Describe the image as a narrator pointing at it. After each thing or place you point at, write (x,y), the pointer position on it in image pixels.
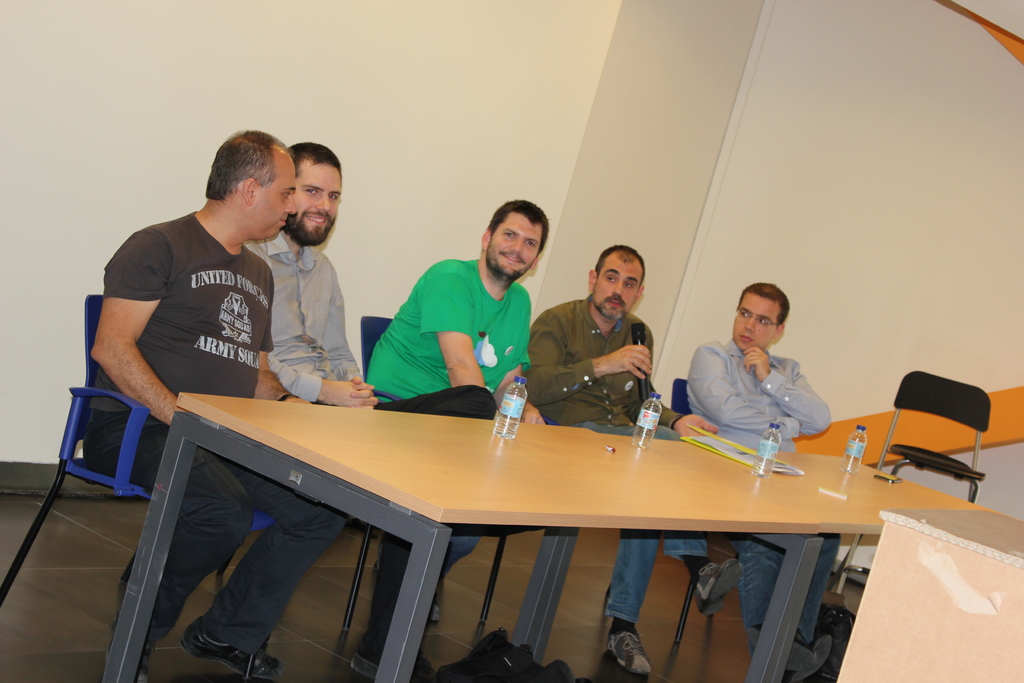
There are few people (291,348) sitting on the table (582,496) and top of which water bottles (520,417) are placed, in the background (519,176) we observe a yellow color wall (863,159) and there is an unoccupied chair (957,461) to the right side of the image (942,464).
